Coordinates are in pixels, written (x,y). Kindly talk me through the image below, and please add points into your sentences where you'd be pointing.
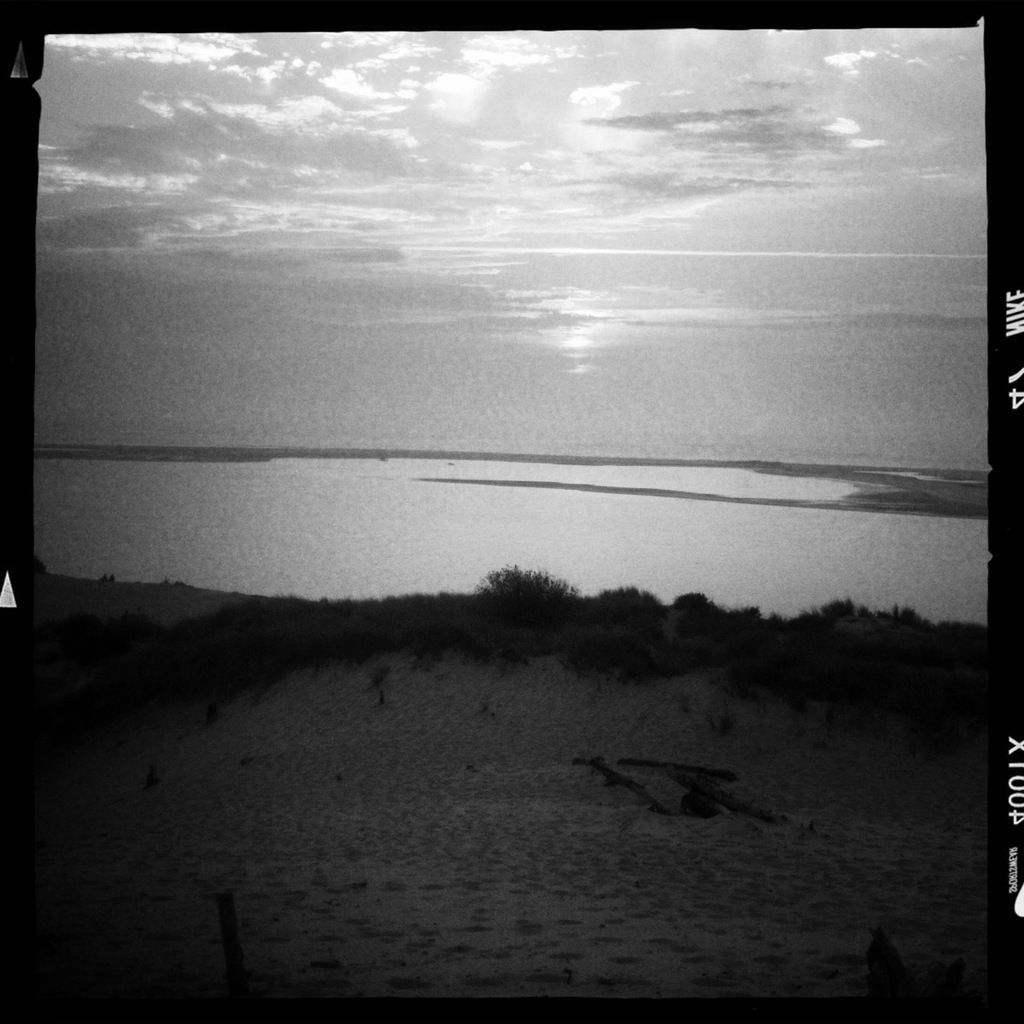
In the center of the image (541,523) there is a lake (898,552). At the bottom (638,699) there are shrubs (468,607) and sand (383,784). In the background (498,423) there is sky (571,239).
